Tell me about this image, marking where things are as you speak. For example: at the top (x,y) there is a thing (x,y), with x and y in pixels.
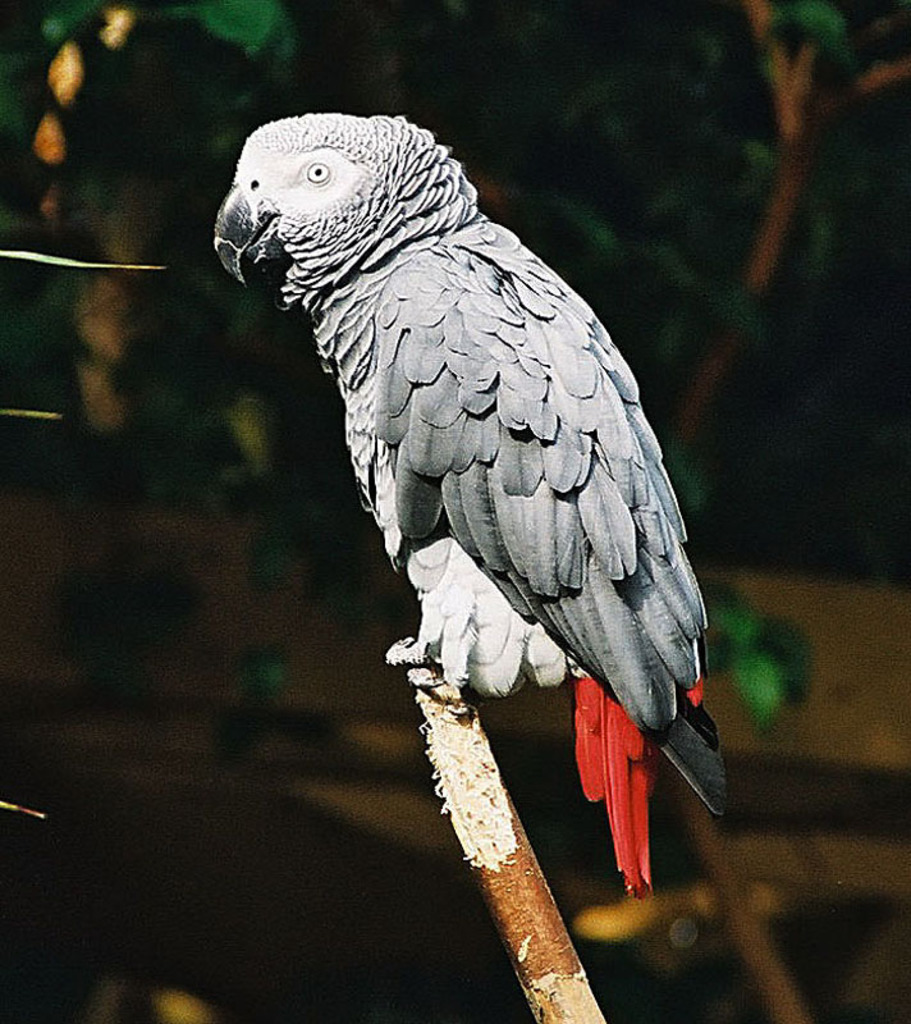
There is a grey parrot (375,254). The background (864,329) is blurred.
